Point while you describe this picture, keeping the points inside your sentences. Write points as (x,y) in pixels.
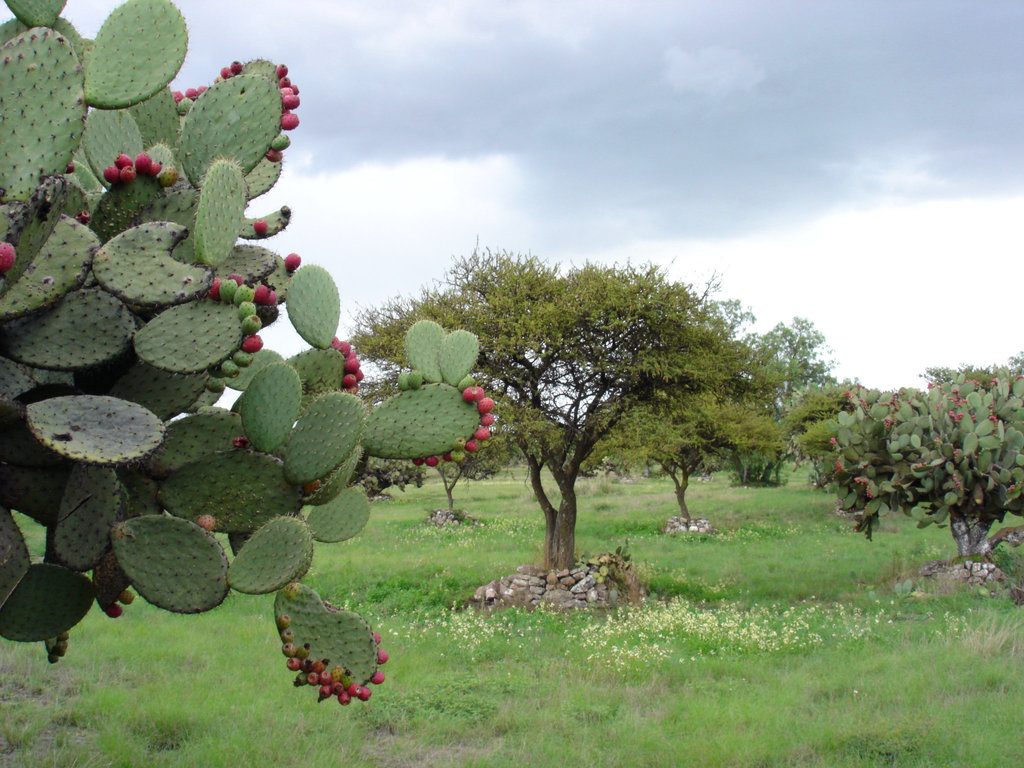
In this image, I can see the trees (738,379). At the bottom of the image (509,661), there are rocks (527,583) and grass (650,628). In the background (435,247), I can see the sky (763,99).
